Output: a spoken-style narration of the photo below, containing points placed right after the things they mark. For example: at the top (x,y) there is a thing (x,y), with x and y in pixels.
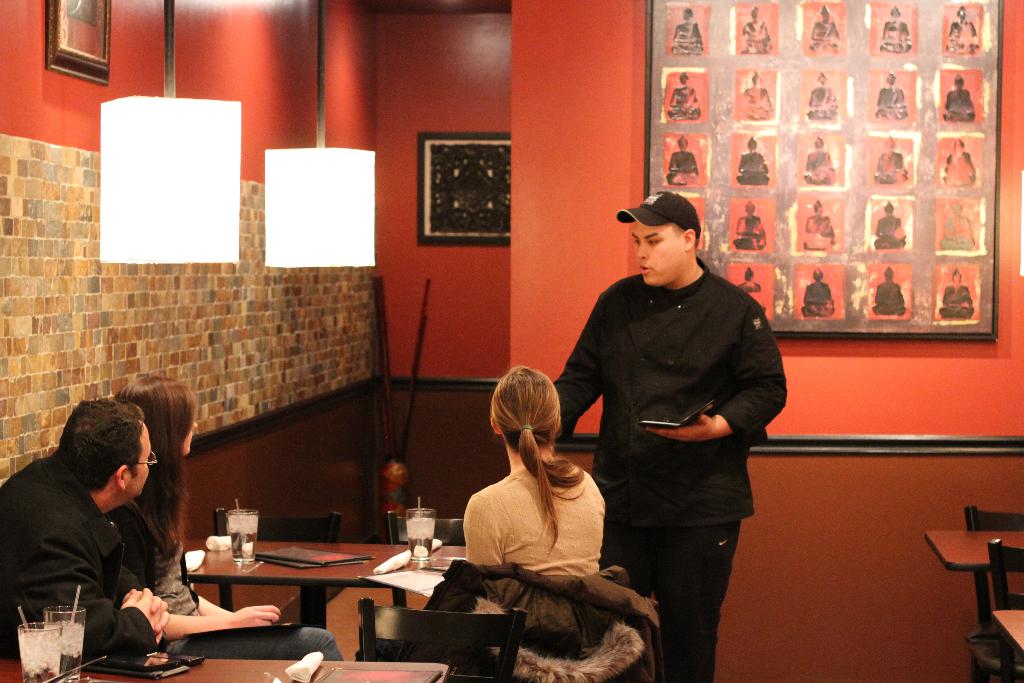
Three people (506,555) are sitting at a table (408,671) in a restaurant (346,527). Of them two are women (515,531) and a man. A man (612,487) in black uniform (635,394) is taking the order. There are few photo frames (453,139) on the wall (35,55). Lights (332,175) are hanged from the roof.
